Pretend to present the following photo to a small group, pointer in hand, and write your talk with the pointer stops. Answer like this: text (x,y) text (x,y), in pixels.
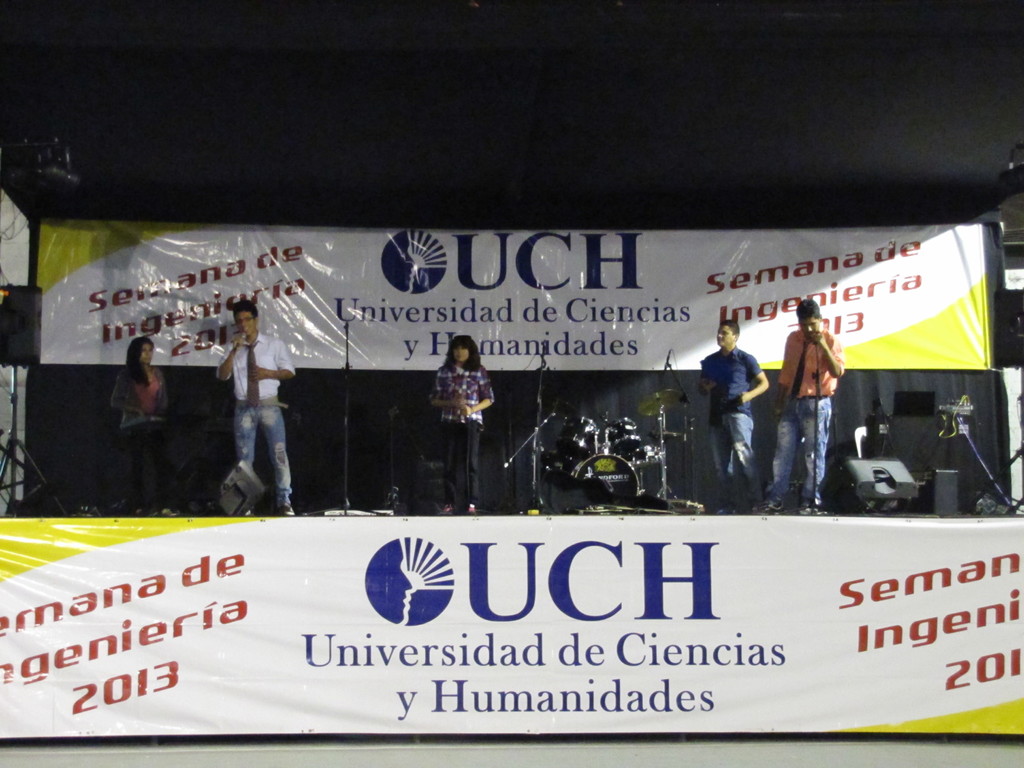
In this image, we can see the stage (436,371) with some objects (624,453) like musical instruments (604,452), microphones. We can also see a stand (14,423). There are a few people (805,385). We can also see some banners (397,633) with images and text (1015,618). We can also see the dark background (579,74).
